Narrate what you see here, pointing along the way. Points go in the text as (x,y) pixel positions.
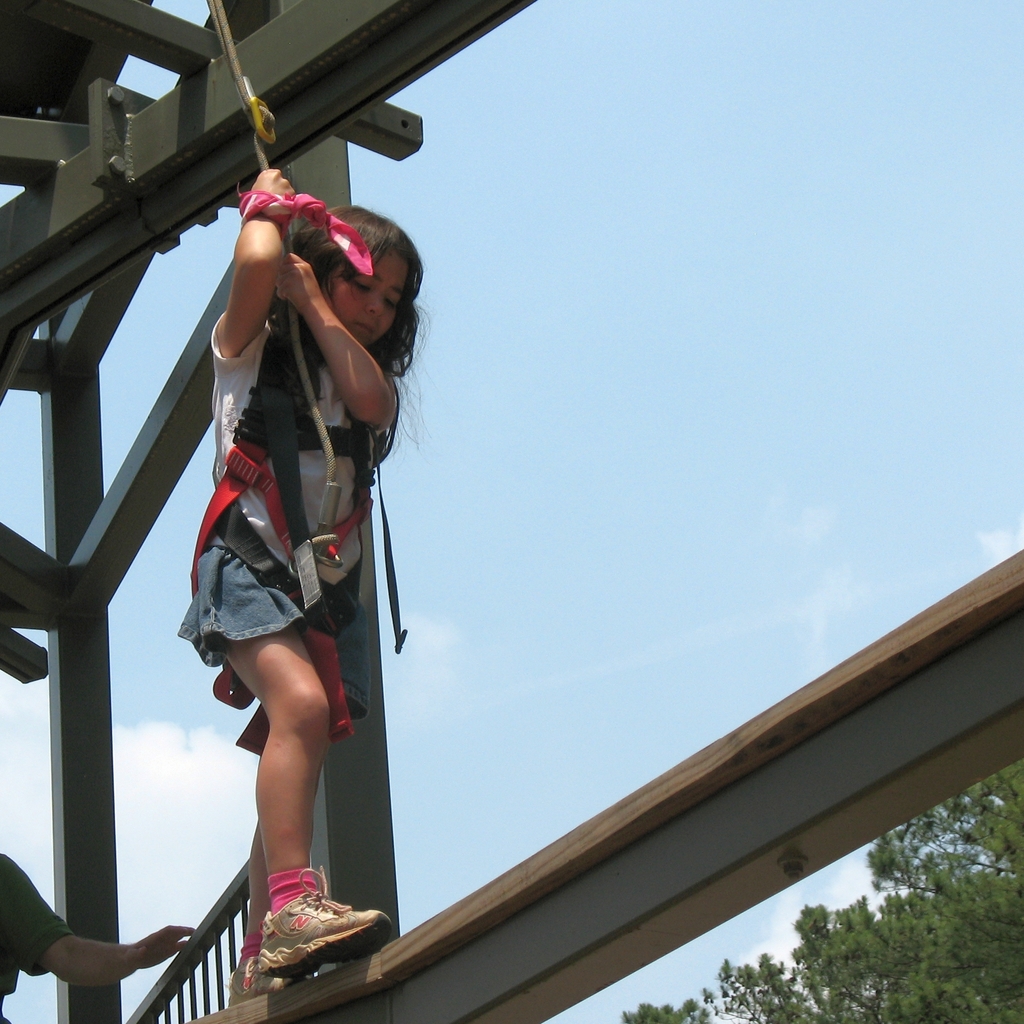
To the left side of the image (333,323) there is a girl (248,435) with white dress (226,394) is standing on the rods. And she is holding the rope (256,150) with her hands (308,282). And she is wearing white shoes (299,905) and pink socks (280,877) to her legs (299,749). To the left corner (145,228) there are many rods (162,407) and also there is a person (33,902). To the right bottom of the image (931,886) there is a tree (916,945). And to the right corner of the image (750,140) there is a sky (126,936).
